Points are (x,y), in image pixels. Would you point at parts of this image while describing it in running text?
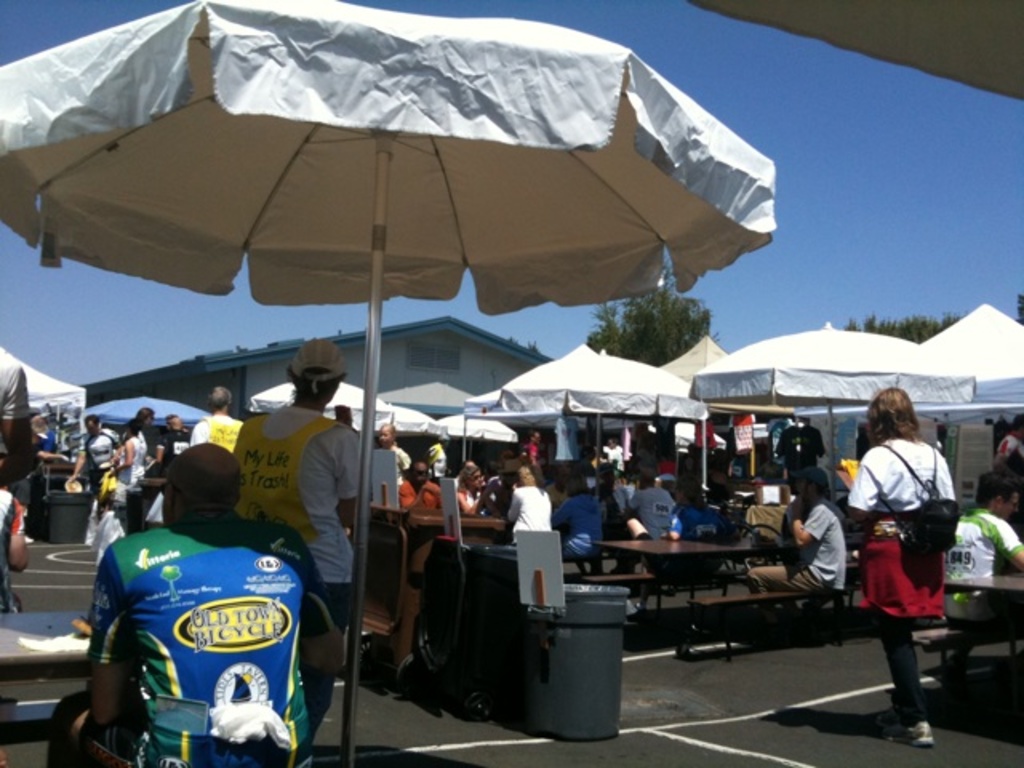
In this image we can see some people (186,736) among them some are sitting and some people (222,436) are standing under the tents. We can see some benches (692,651) and there are some objects (538,668) with boards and there is a house (487,365) in the background (169,387). We can see the trees (674,316) and the sky (872,153) at the top (800,52).
